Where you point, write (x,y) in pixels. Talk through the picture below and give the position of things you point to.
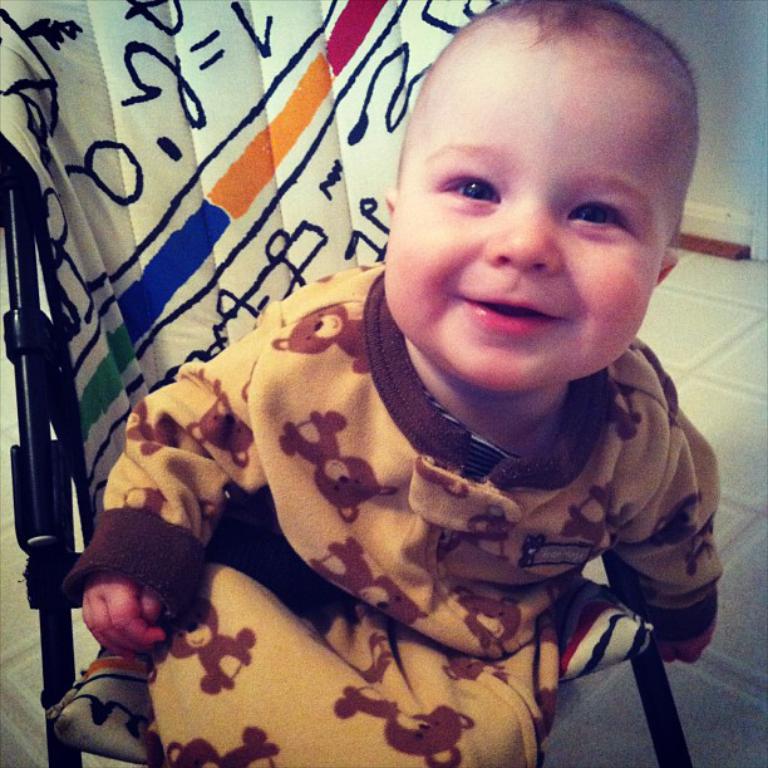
In the center of the image (420,319), we can see a kid (371,506), sitting on the chair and in the background (723,91), there is a wall (733,109). At the bottom (723,625), there is floor (734,658).
